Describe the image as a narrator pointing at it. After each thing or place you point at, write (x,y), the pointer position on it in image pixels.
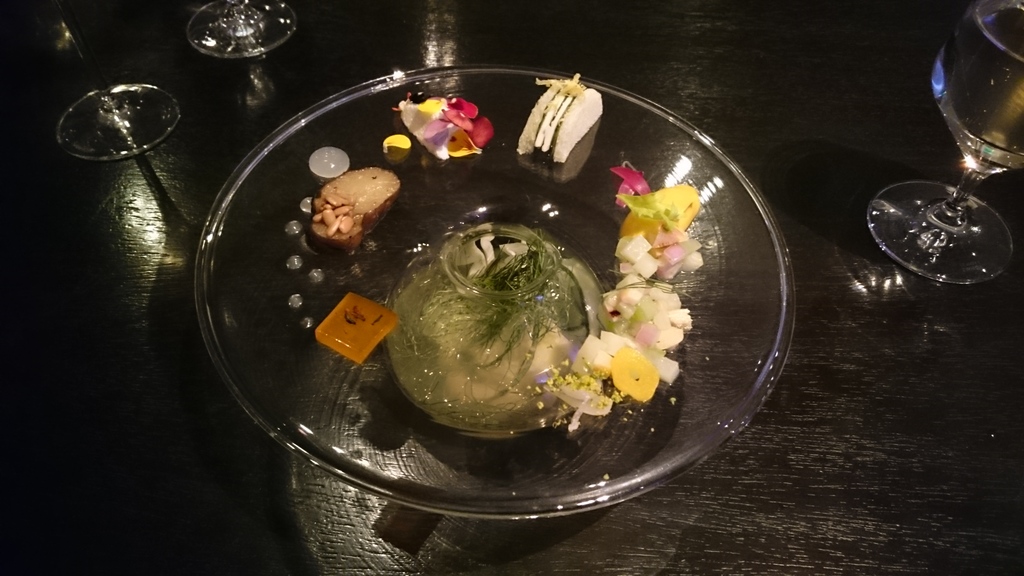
In this picture we can see a plate (730,243) with food items (574,116) on it, glasses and these are placed on a platform (518,48).
